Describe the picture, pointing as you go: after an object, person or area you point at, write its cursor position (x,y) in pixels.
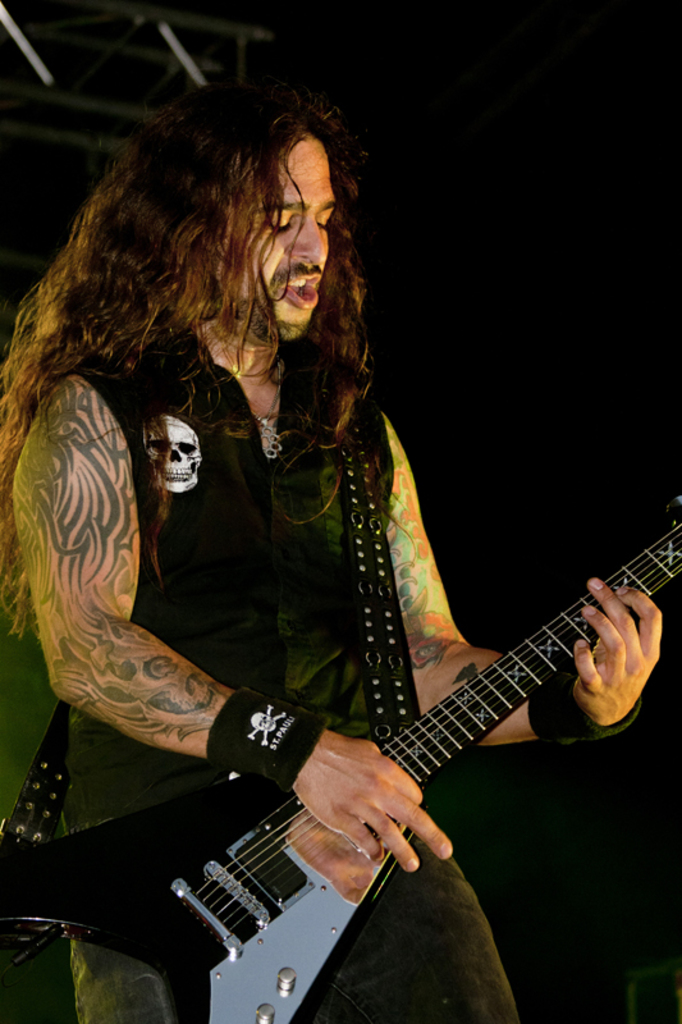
In this image, we can see a man (275,541) standing and holding a guitar (215,1021). There is a dark background (434,18).
